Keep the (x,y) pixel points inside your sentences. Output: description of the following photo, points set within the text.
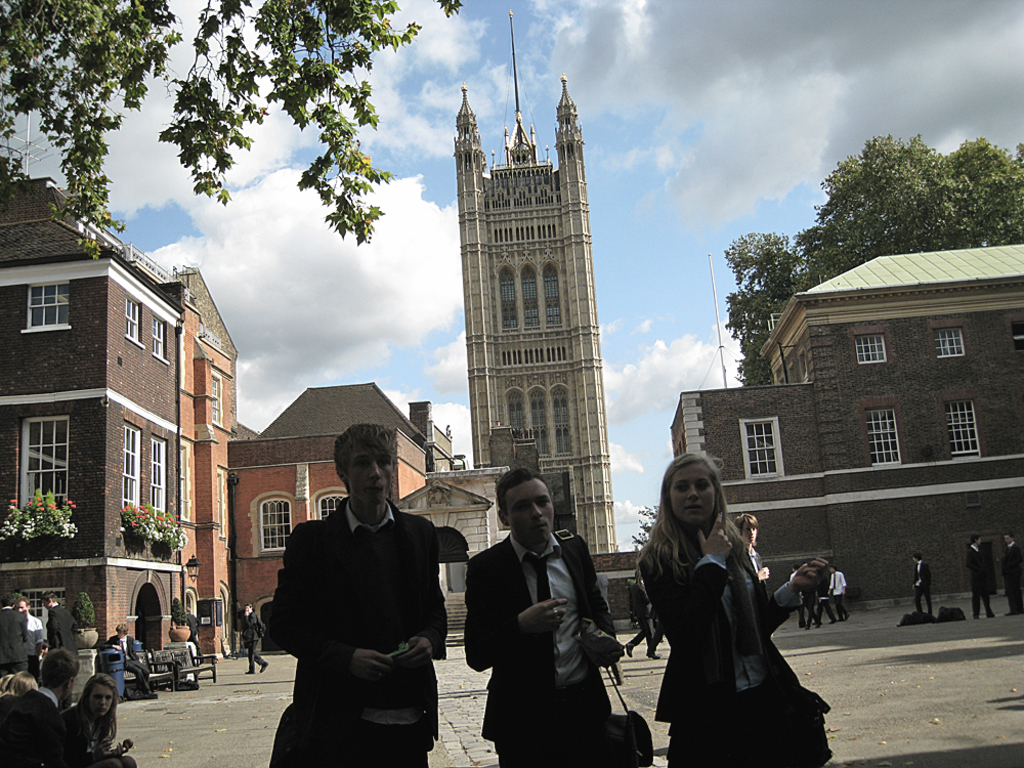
In this image I can see three persons (428,578) standing, background (860,592) I can see few persons (45,659), some are walking and some are sitting, buildings (672,428) in gray, cream and brown color, trees (227,165) in green color and the sky (395,181) is in white and blue color.
